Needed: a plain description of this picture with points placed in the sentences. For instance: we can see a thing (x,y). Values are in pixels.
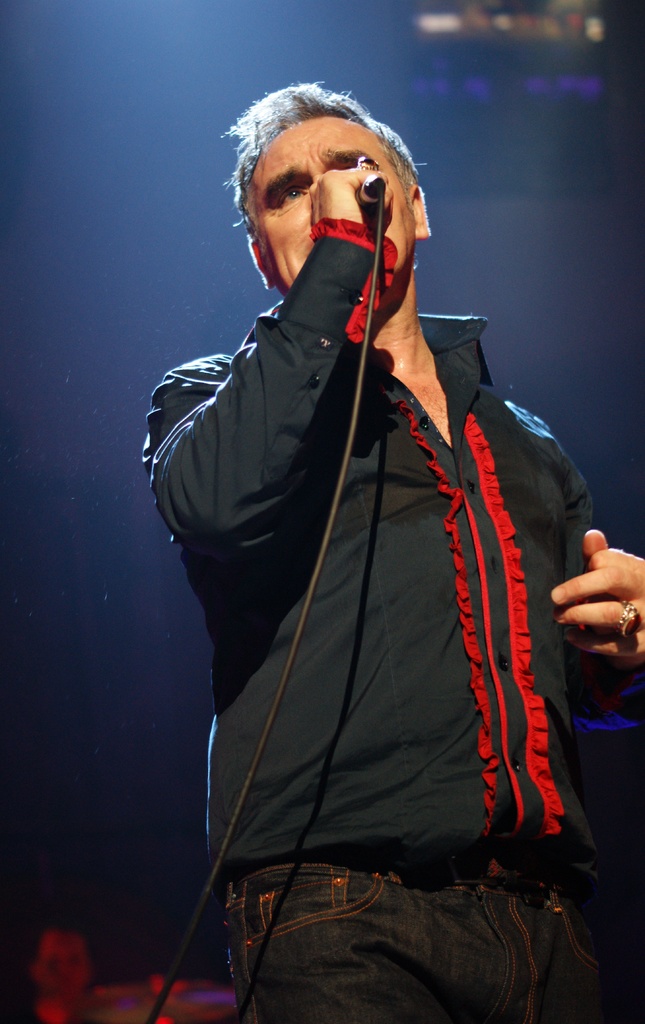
This picture shows a man (548,470) standing and singing with the help of a microphone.
